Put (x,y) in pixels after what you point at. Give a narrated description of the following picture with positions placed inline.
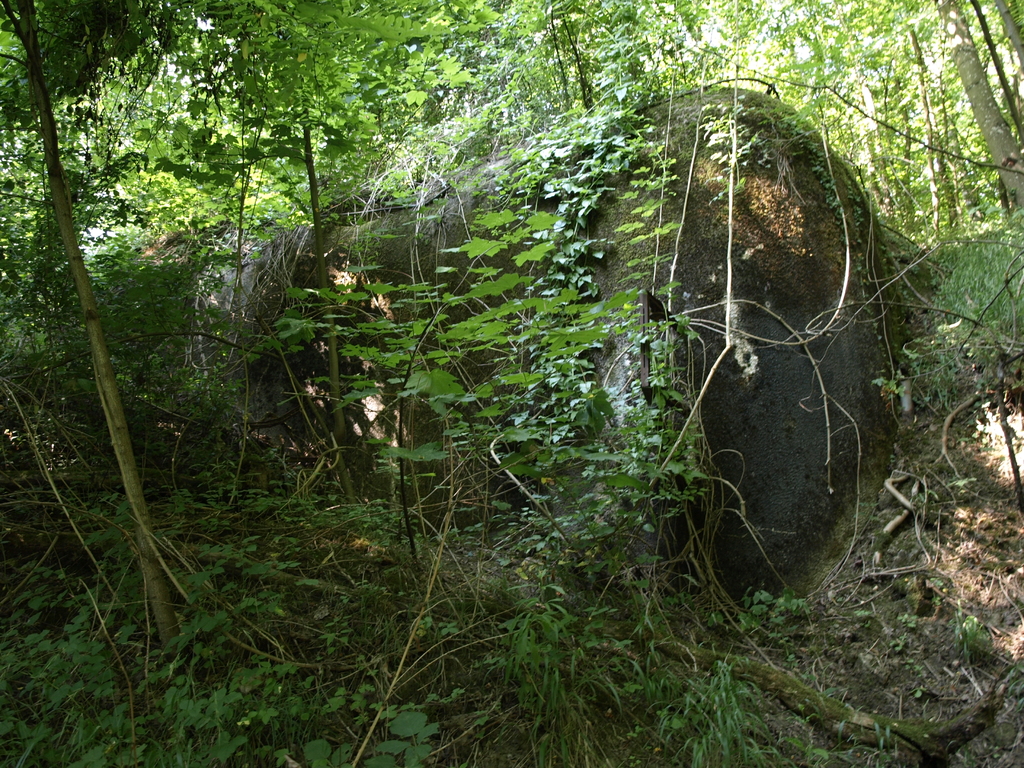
In this image few creepers (535,479) are on the rock (713,417). Background there are few plants (444,637) and trees (339,108) on the land (981,691).
